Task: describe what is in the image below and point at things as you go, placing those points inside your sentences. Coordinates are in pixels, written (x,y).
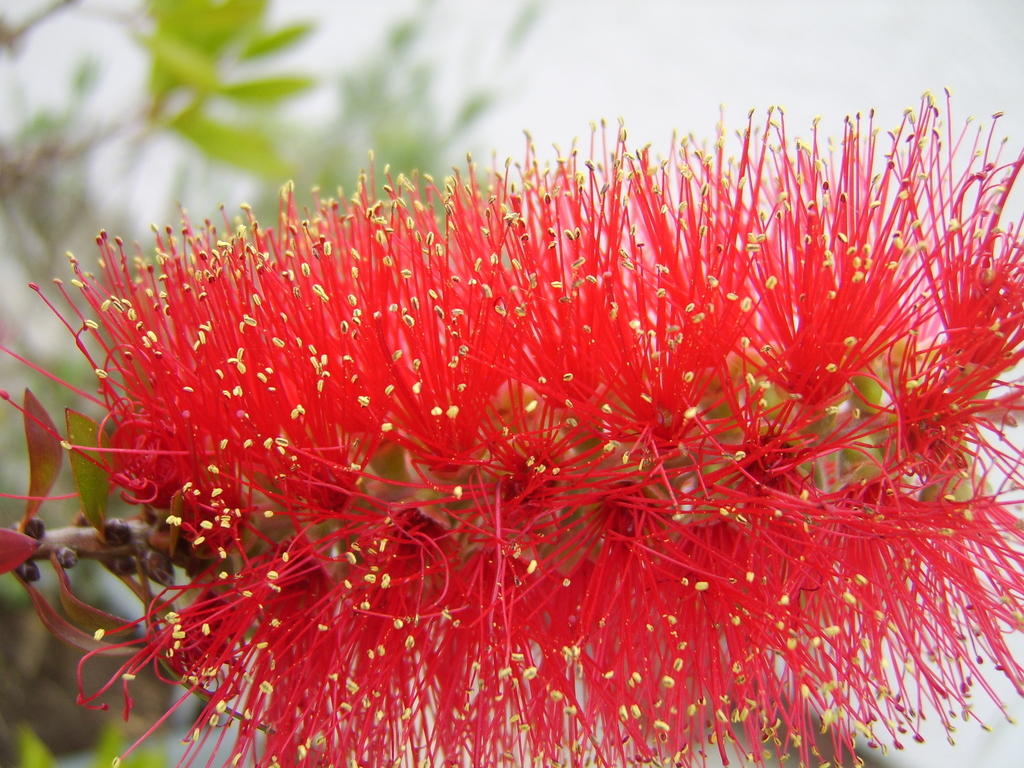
In the center of the image (564,404) we can see a flower (523,472) which is in red color. In the background (220,92) there are leaves (205,139).
